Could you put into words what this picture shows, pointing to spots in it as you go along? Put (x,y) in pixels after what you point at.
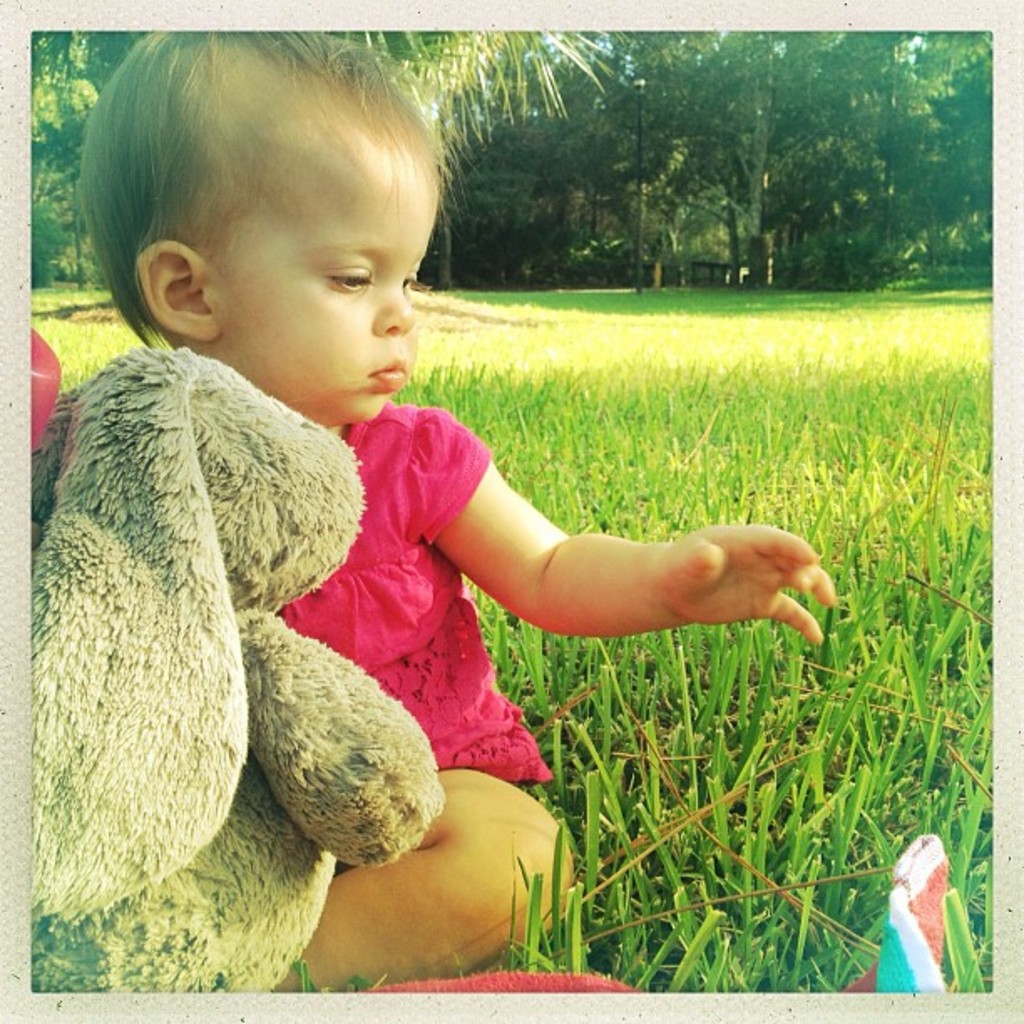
In this image there is a kid (379,567) sitting on the grass (594,832) which is in the center (371,587). In the background (477,92) there are trees (573,110).
